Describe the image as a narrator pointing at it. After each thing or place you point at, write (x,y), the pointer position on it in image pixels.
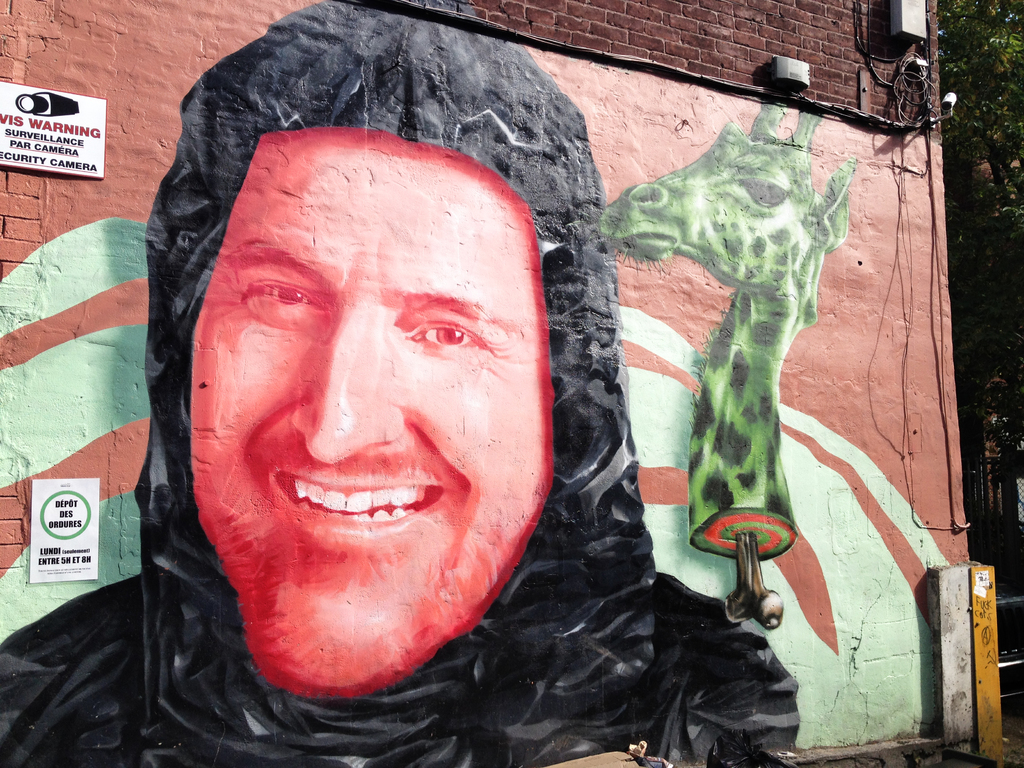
In the image we can see there is a painting (534,361) on the wall (662,294) and the wall (697,67) is made up of red bricks (679,50). There is a painting (561,678) of a man (584,449) wearing hoodie (553,596) and there is a giraffe's head (751,240). There is a sign boards (64,141) on the wall (160,517) and behind there are trees (994,327).
